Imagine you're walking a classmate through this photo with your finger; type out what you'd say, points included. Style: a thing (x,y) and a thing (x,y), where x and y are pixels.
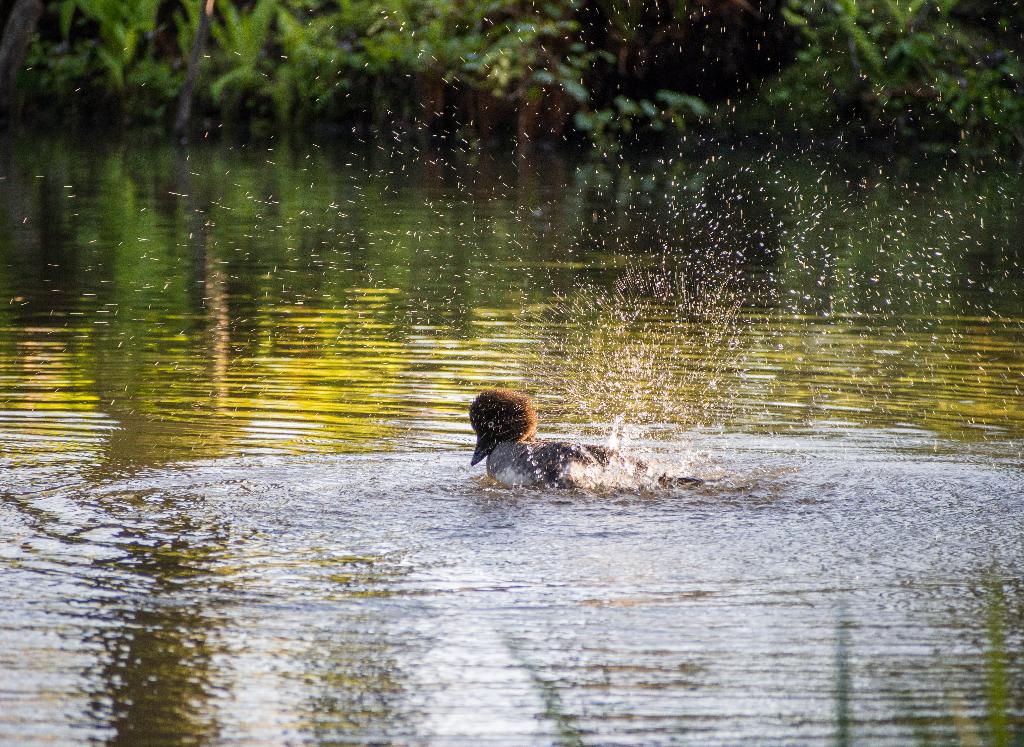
In this picture there is a duck (479,422) which is swimming in the water (622,466). At the top (880,11) I can see the plants (670,0) and leaves (252,12).
